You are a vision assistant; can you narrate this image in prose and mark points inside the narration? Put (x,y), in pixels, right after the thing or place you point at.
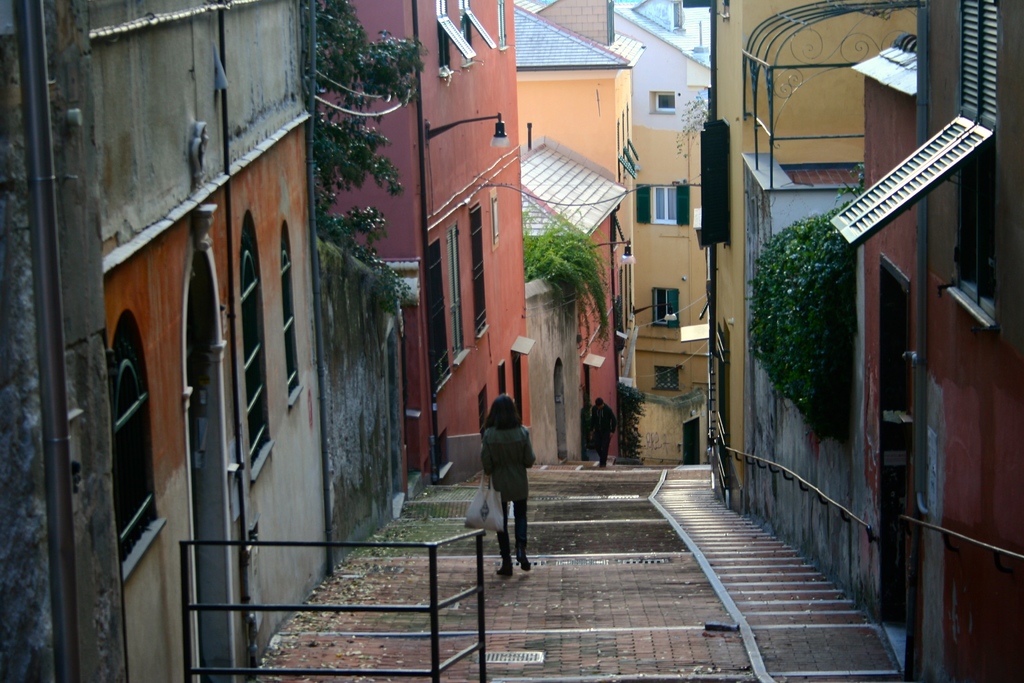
In the center of the image (599,438) we can see two people (594,424) walking. In the background (618,285) there are buildings (374,201) and trees (570,281). We can see lights (499,123).
